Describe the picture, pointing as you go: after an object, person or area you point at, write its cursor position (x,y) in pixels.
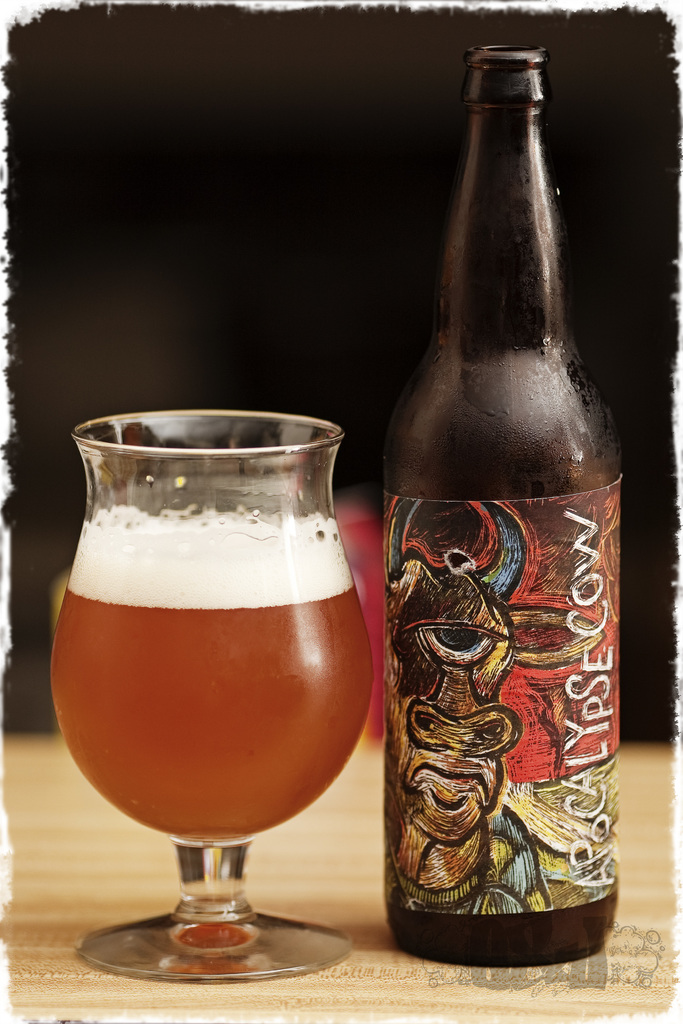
In this image we can see a glass (268,672) with a drink (239,754) in it and a bottle (597,574) with a label (565,824) on it are placed on the wooden surface (35,902). The background of the image (101,396) is dark.
